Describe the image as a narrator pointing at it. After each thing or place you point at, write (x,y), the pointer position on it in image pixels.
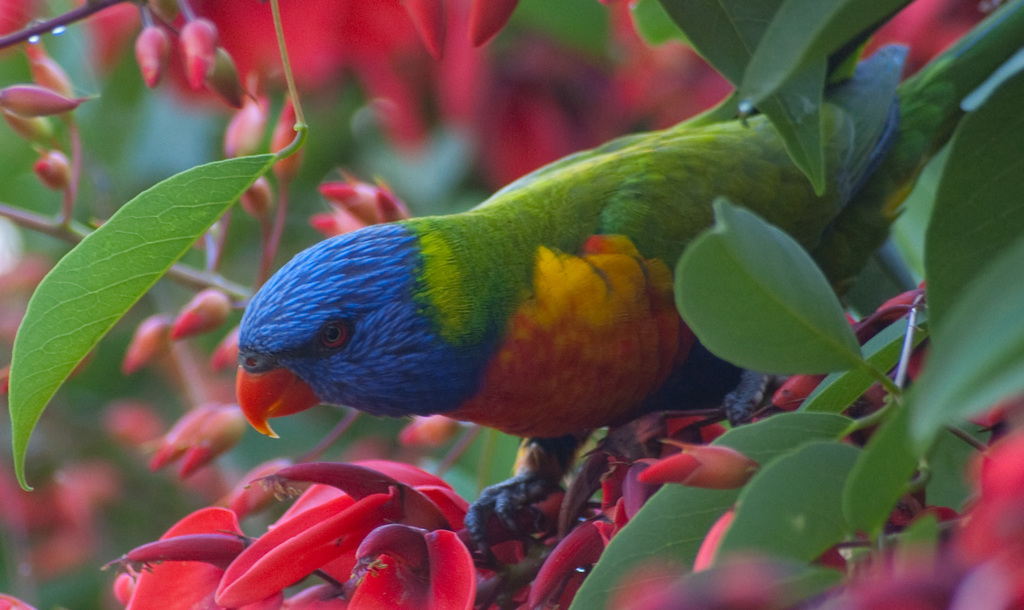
In this picture, we see a bird (503,333) with blue, green and yellow color is on the tree (594,459). It has a red beak (267,389). This tree (394,500) has flowers (580,553) and these flowers (239,545) are in red color. In the background (400,155), it is blurred.
